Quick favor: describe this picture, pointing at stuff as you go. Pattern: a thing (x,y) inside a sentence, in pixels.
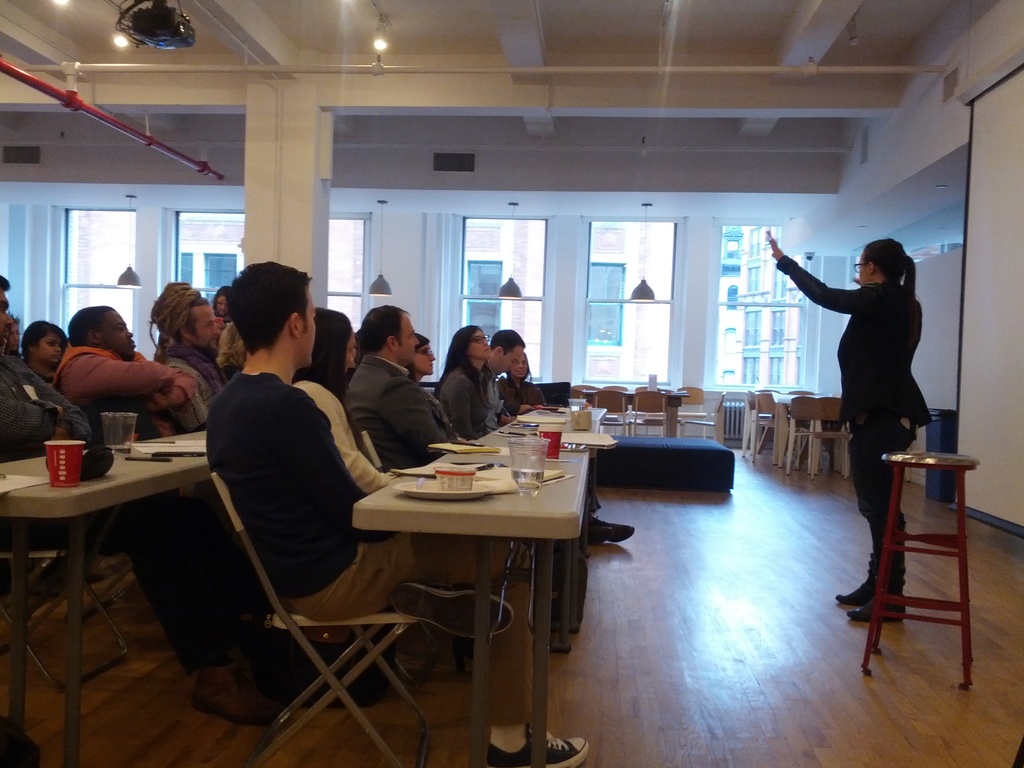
It looks like the image is clicked in a class room (741,555). There are many people (15,371) sitting in the chairs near the tables (66,504). To the right (864,398), there is woman (878,409) wearing black dress (846,332) and standing, behind her there is a screen (983,434). In the background (750,262), there are windows (332,244) and pillar (294,224).
